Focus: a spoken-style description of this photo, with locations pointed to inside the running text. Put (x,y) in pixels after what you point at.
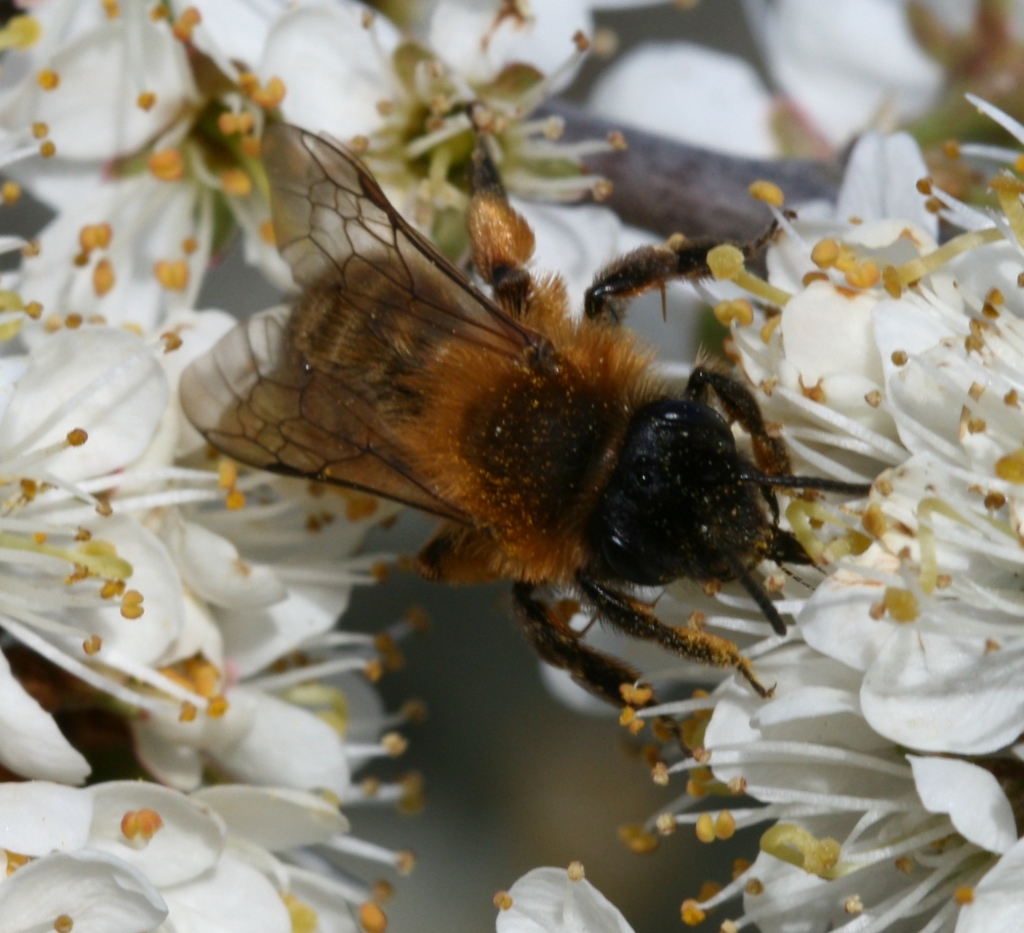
We can see insect (519,302) and white flowers (268,861).
